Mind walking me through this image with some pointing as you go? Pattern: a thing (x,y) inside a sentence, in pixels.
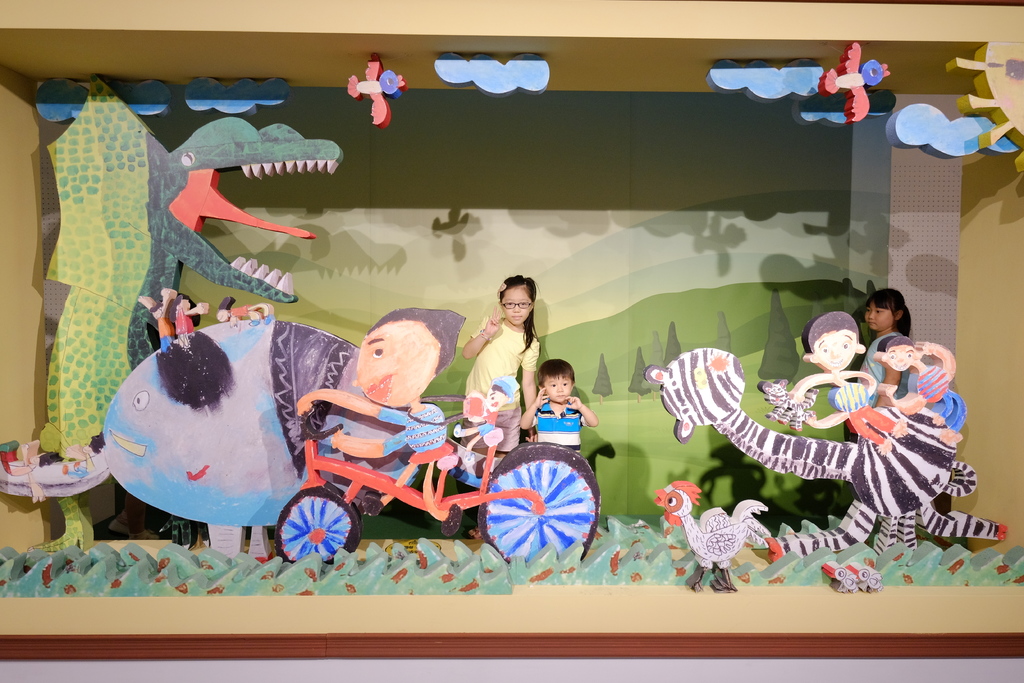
In this image we can see there is a depiction of clouds (67,89), birds (863,92), dragon (99,174), fish (260,459), bicycle (314,463), on the bicycle (541,491) there is a depiction of a person (431,420), hens (705,549), grass (609,572), zebra (869,454) and depiction of persons (870,398) on it, behind this all there are three children (868,303) standing in the background (567,193) there is a banner (625,321) with painting (627,354) of trees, mountains (639,323) and the sky (477,246).
